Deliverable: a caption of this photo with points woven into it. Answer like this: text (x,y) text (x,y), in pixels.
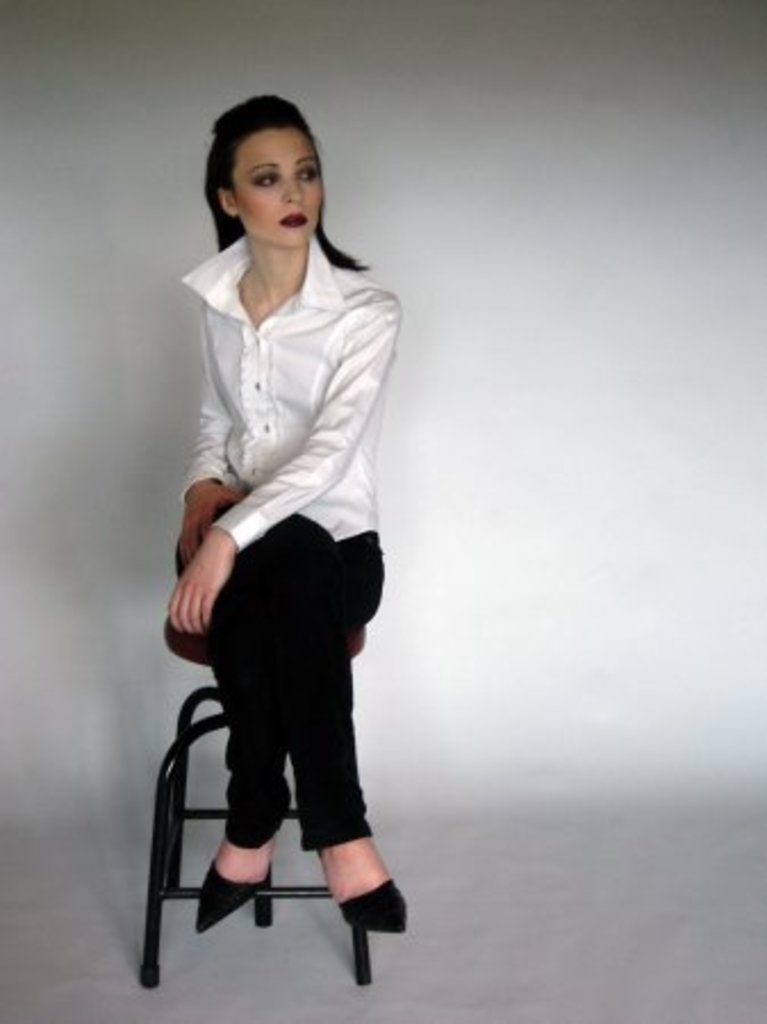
In this image I can see a person (251,539) sitting on the chair (173,757).
